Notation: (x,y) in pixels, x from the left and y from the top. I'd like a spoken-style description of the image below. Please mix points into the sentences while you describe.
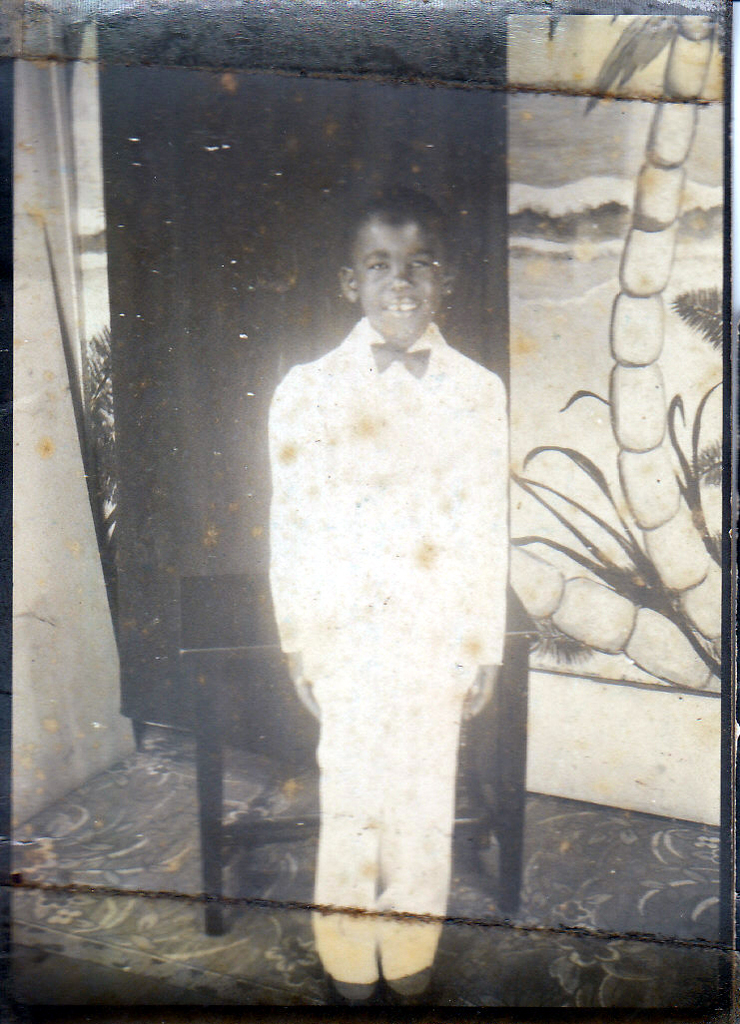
In this image there is a person (376,743) wearing a smile on his face (417,285). Behind him there is a table (224,624). At the bottom of the image (117,851) there is a mat (86,874) on the floor (92,862). In the background of the image (607,469) there is a wall (647,419).
